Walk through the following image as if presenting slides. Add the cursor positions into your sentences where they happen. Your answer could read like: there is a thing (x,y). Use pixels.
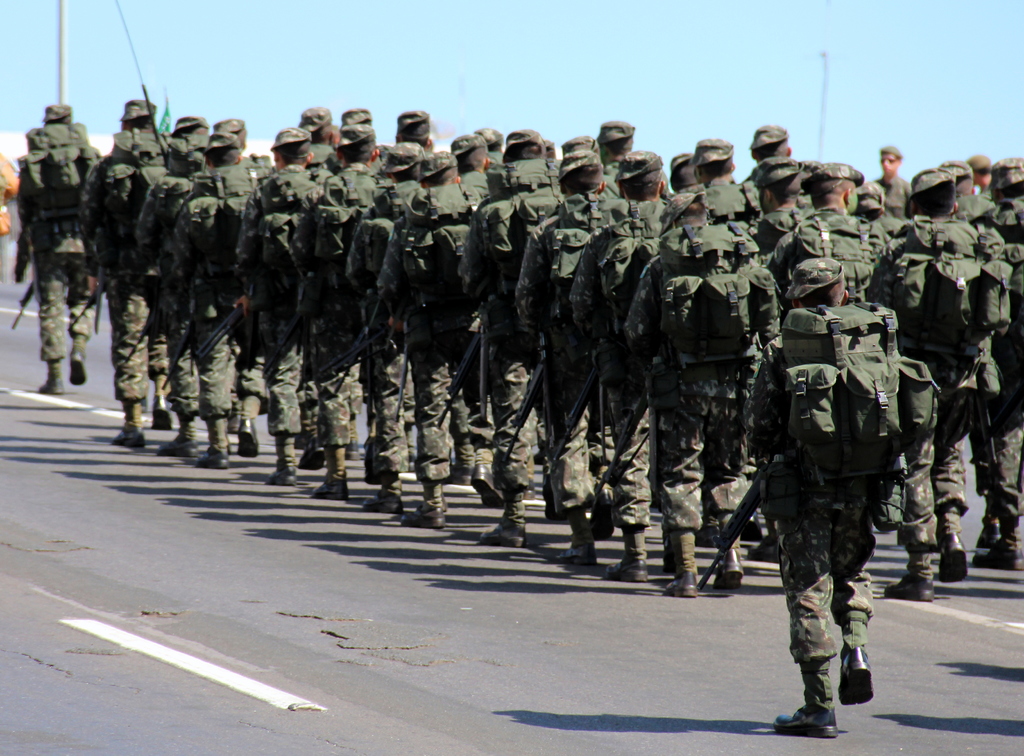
In this image, we can see some soldiers (114,301) walking, we can see the road (212,483), we can also see the poles (827,67) and the sky (493,31).
